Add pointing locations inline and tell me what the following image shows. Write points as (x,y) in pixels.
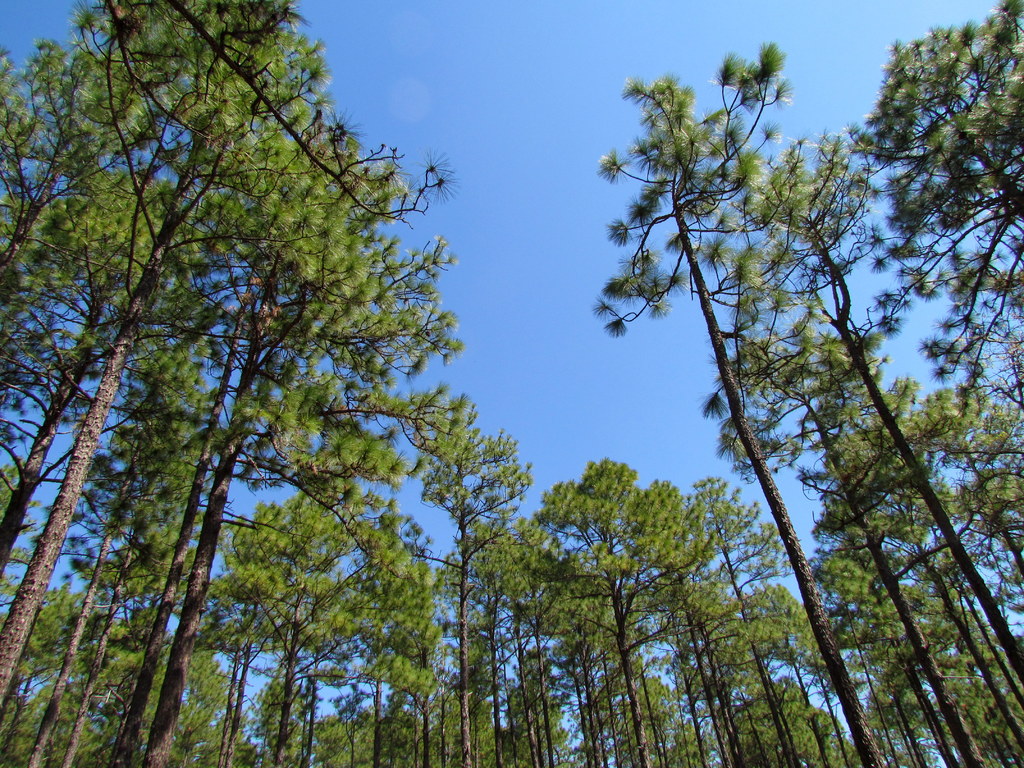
In this image we can see trees (694,163) and sky (548,196).
